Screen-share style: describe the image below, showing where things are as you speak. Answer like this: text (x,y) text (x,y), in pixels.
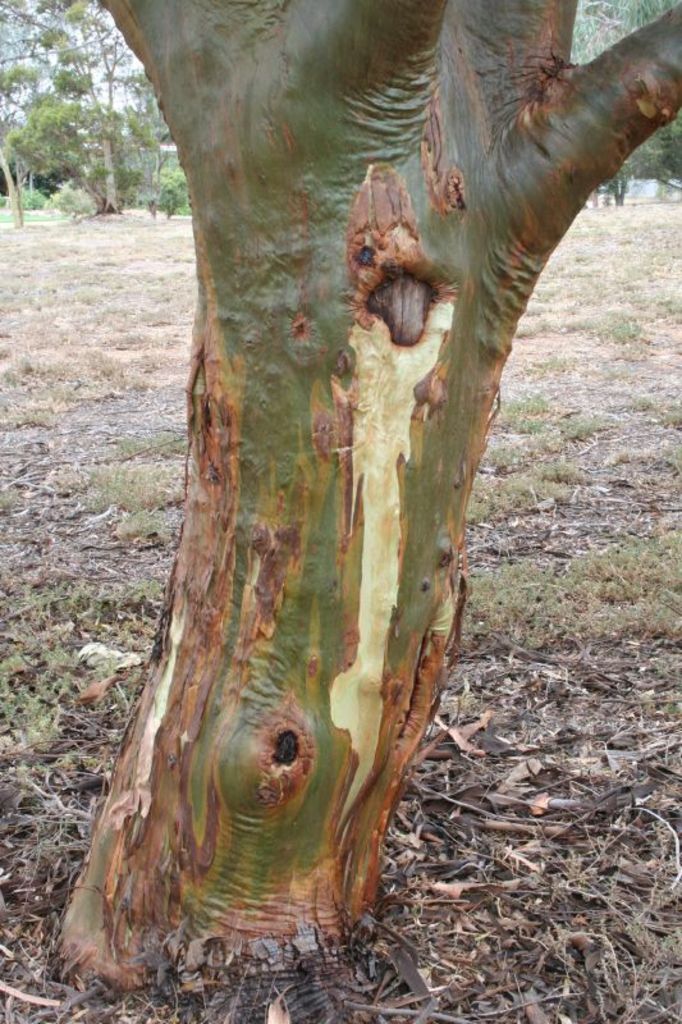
In this image we can see the bark (260,615) of a tree (272,681). We can also see some dried leaves (448,733), grass (90,388), a group of trees (184,189) and the sky (126,51).
